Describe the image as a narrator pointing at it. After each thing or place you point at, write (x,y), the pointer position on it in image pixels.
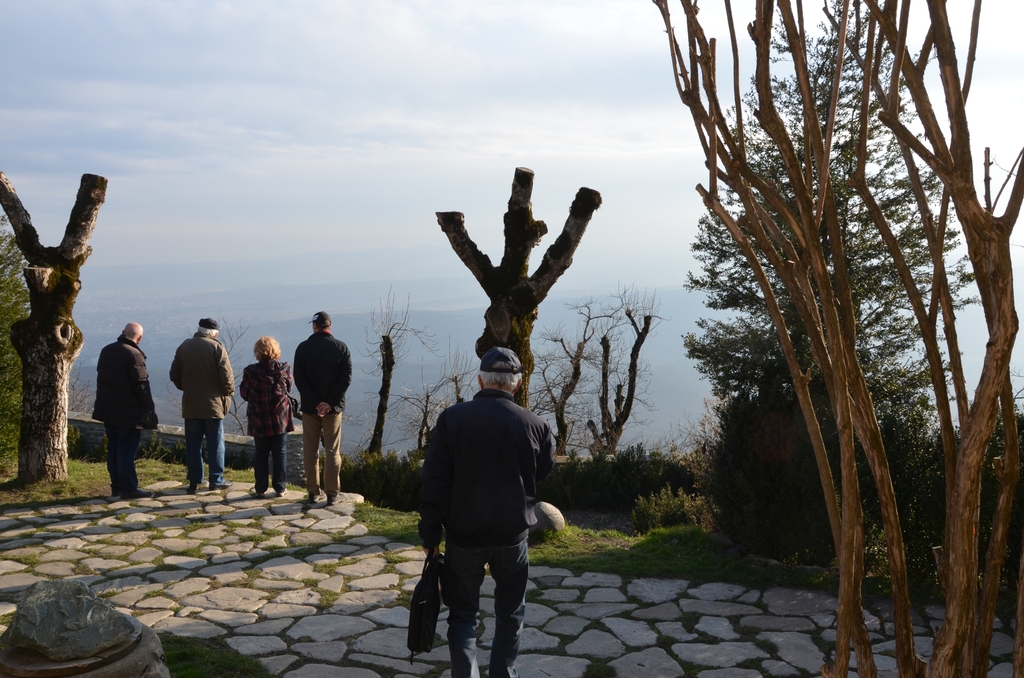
In the image there are few persons (196,391) in jackets (463,451) and cap (499,359) standing and there are trees (536,310) on the left side (40,325) and on the right side (968,346), in the front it seems to be hills (667,349) all over the place and above its sky (288,96) with clouds (455,52).
